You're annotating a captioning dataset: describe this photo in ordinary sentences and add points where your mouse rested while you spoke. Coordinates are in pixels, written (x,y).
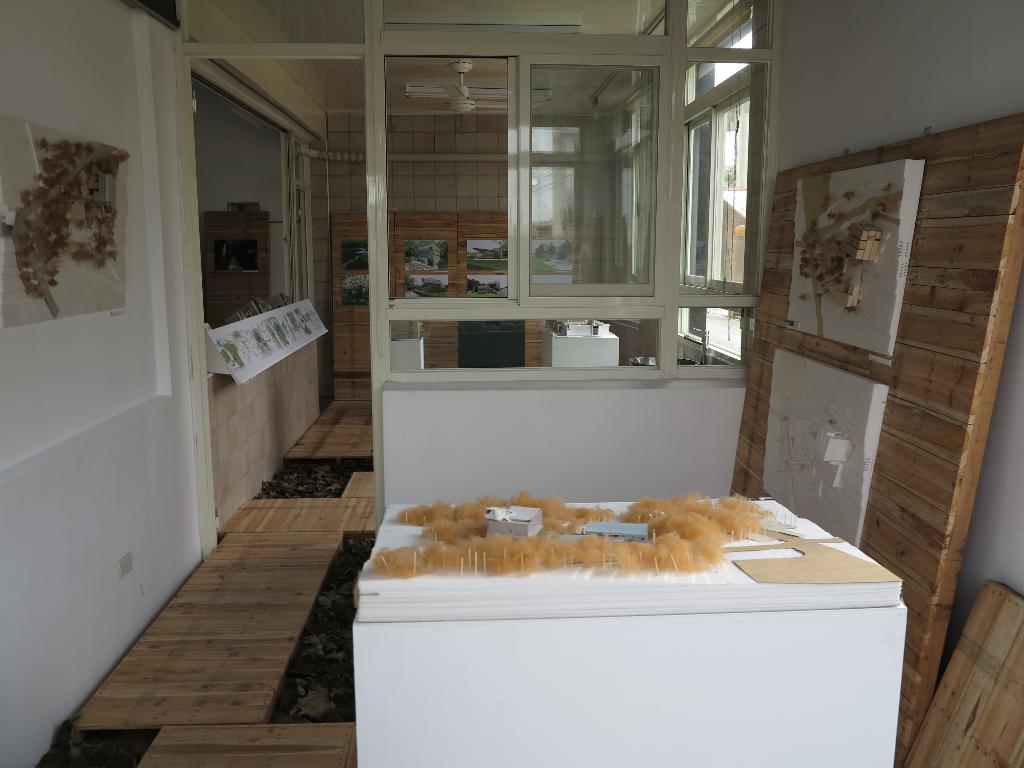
In this image I can see a counter (359,642), wall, windows (602,276), fan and wall paintings (813,497). This image is taken in a room (506,423).
